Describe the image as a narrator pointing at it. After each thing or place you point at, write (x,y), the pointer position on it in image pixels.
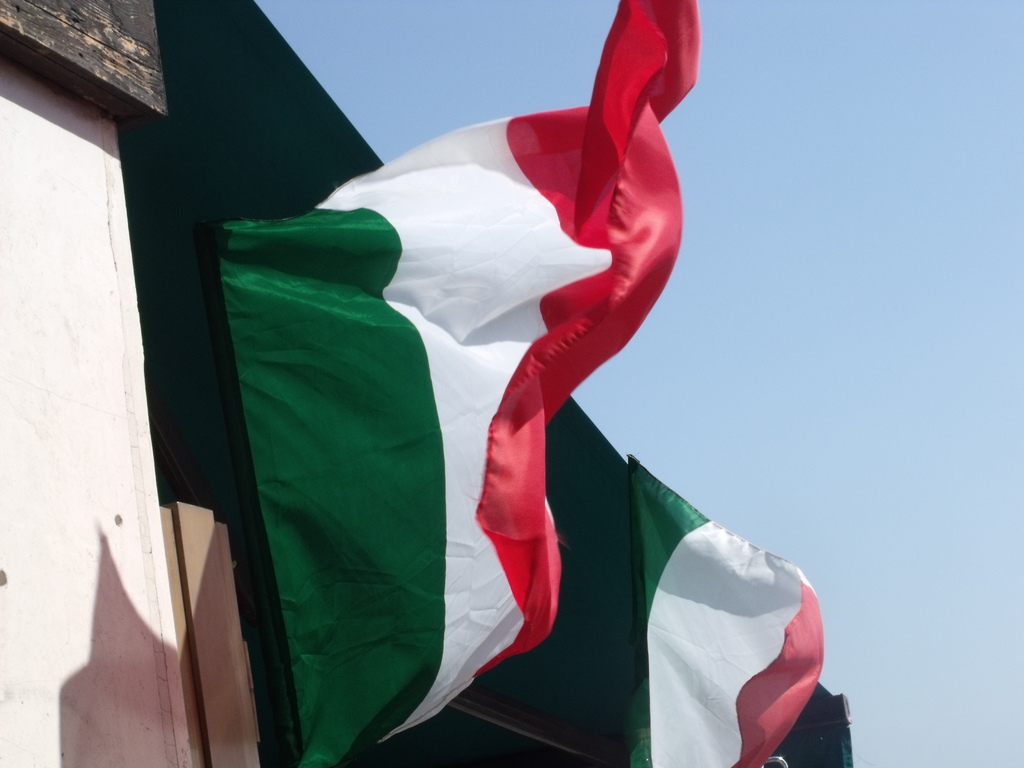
In this image I can see a flag (458,376) in green, white and red color. Background (348,56) the sky (829,258) is in blue color.
